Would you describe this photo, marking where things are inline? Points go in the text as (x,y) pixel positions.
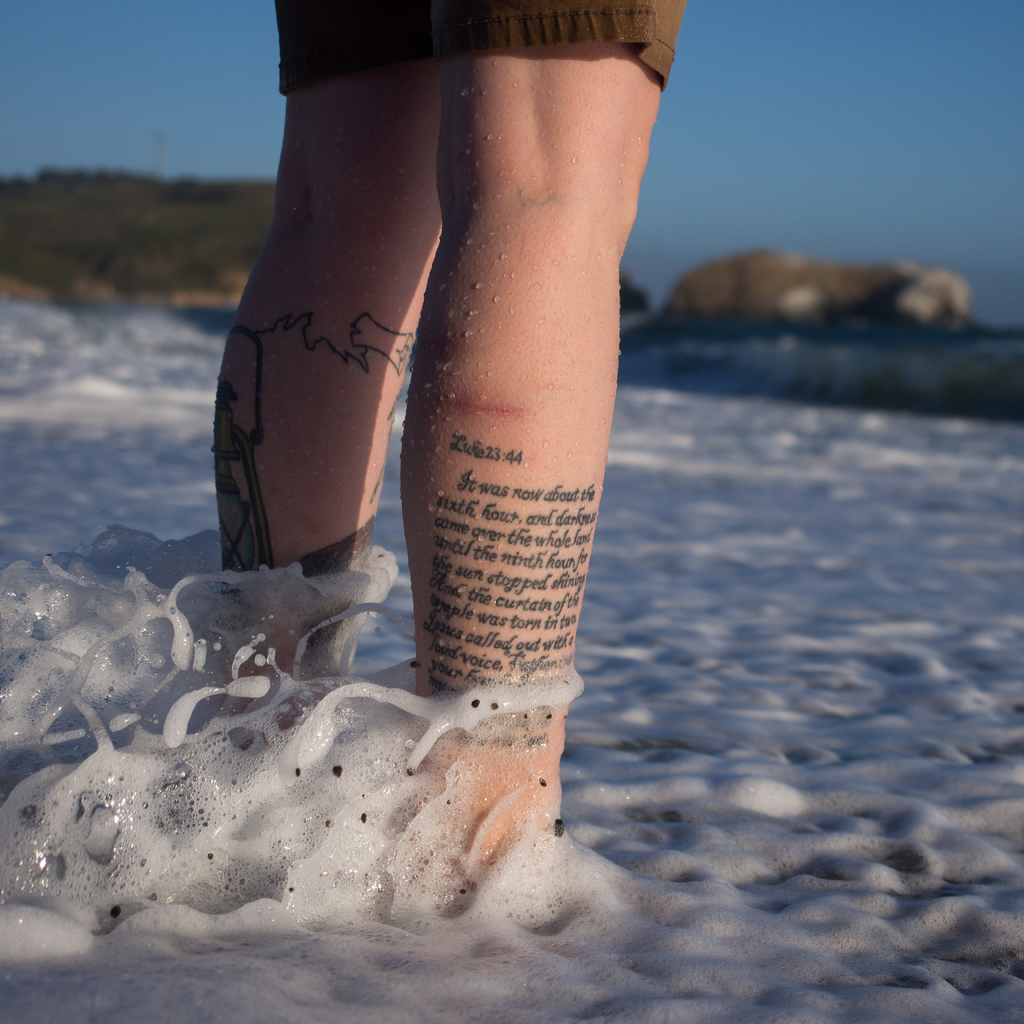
In this image in the center (417,389) there is a person (430,333) standing and on the leg (459,460) of the person (473,537) there is some text (501,555) written on the leg (494,540) and there is water (298,868) in the front (351,896).
